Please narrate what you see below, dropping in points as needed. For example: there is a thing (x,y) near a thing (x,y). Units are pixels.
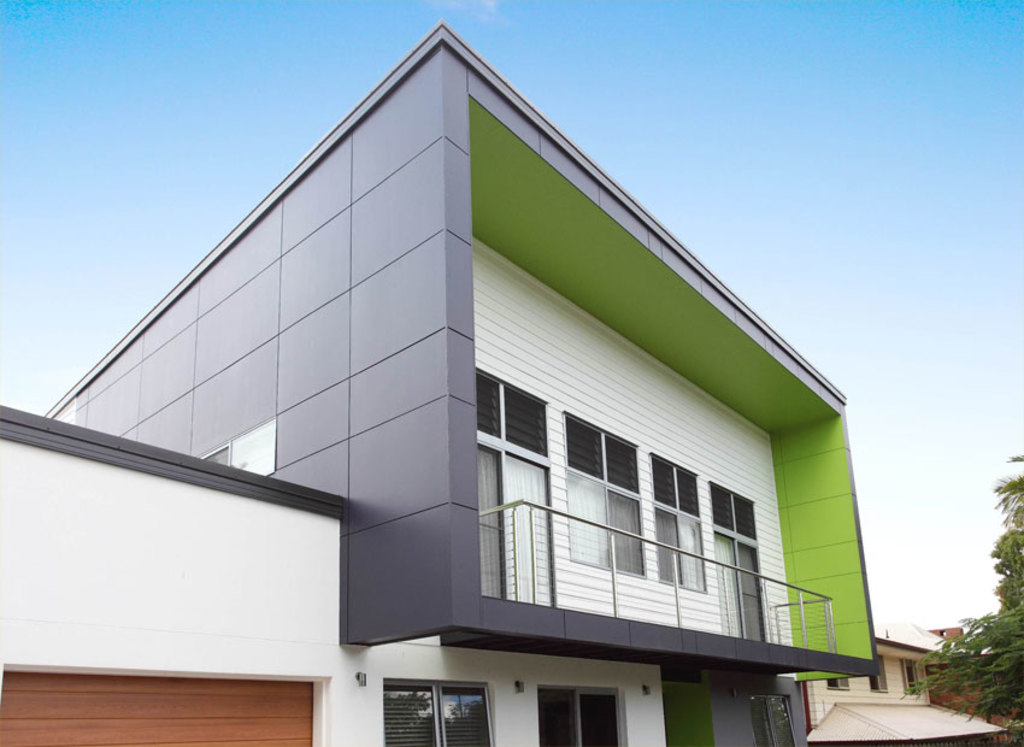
This picture is clicked outside. In the center (378,279) we can see the building (462,594) and we can see the windows (582,510) and doors (506,480) of the building (739,522) and we can see the deck rail (735,569). On the right (947,656) there is a tree (939,675) and some other buildings (898,655). In the background (755,134) there is a sky (102,128).
